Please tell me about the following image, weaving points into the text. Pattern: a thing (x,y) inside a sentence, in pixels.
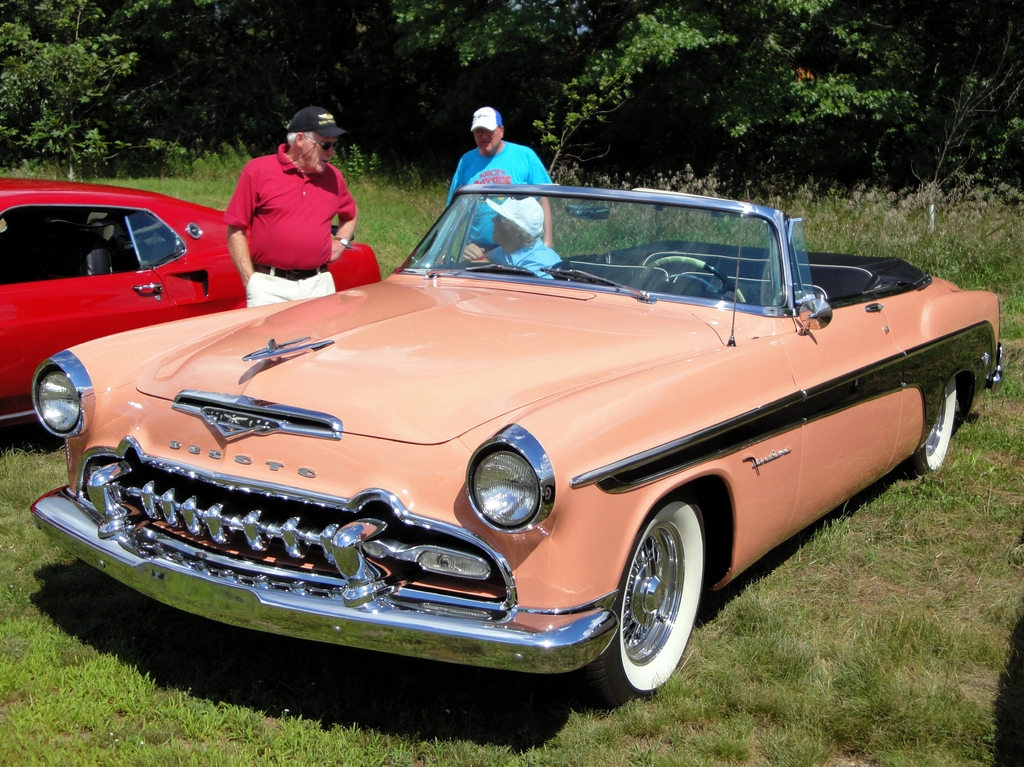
There is the grass (927,542) on the ground (298,668), There is a car (682,626) which is in cream color and there is a car (145,296) in red color, and two mans (283,213) are standing and a person (495,260) sitting in the car (588,226), In the background (737,179) there are some trees (564,74) in green color.
